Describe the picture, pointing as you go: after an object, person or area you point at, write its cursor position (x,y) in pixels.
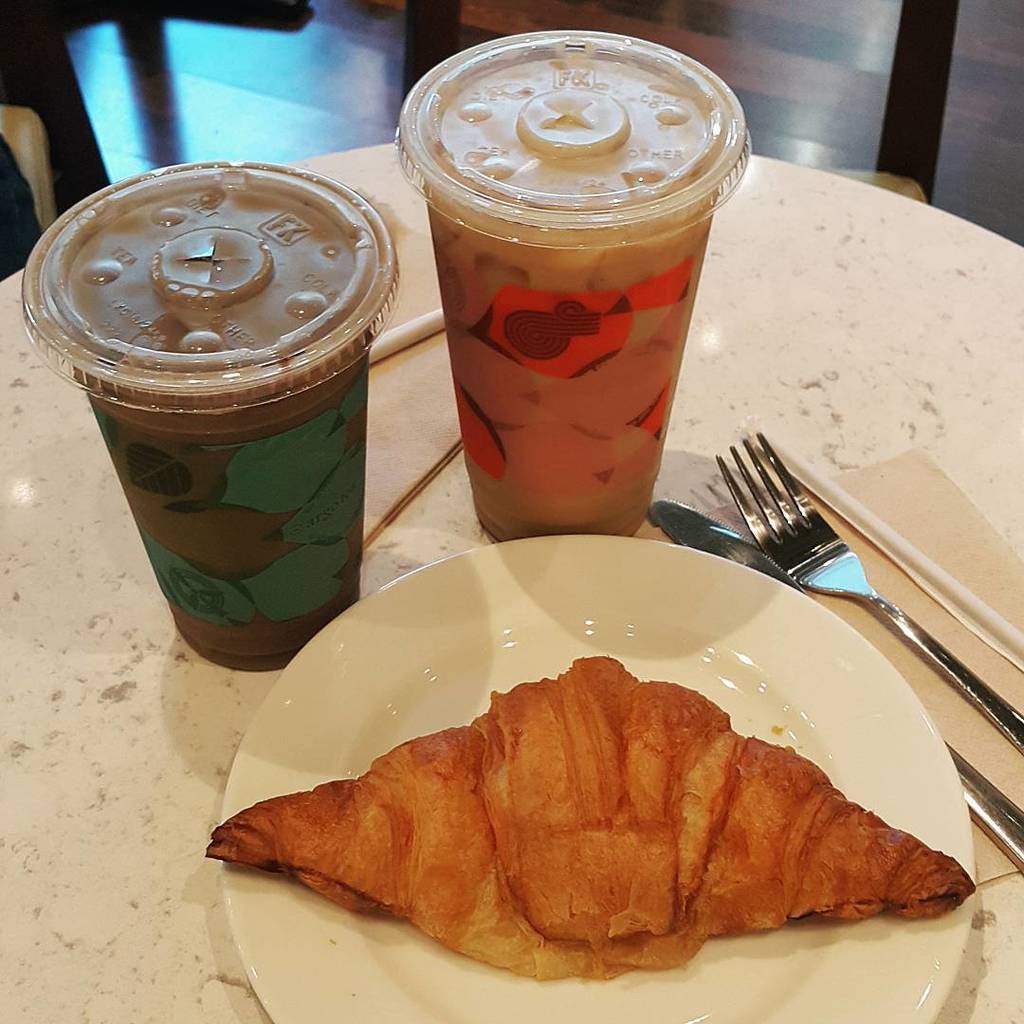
Here in this picture we can see a table (792,413) present, on which we can see a croissant (574,913) present on the plate (549,656) over there and we can see butter knife (744,545) and fork (783,531) present and we can see two glasses (270,441) of cool drinks (277,365) present on it over there.
